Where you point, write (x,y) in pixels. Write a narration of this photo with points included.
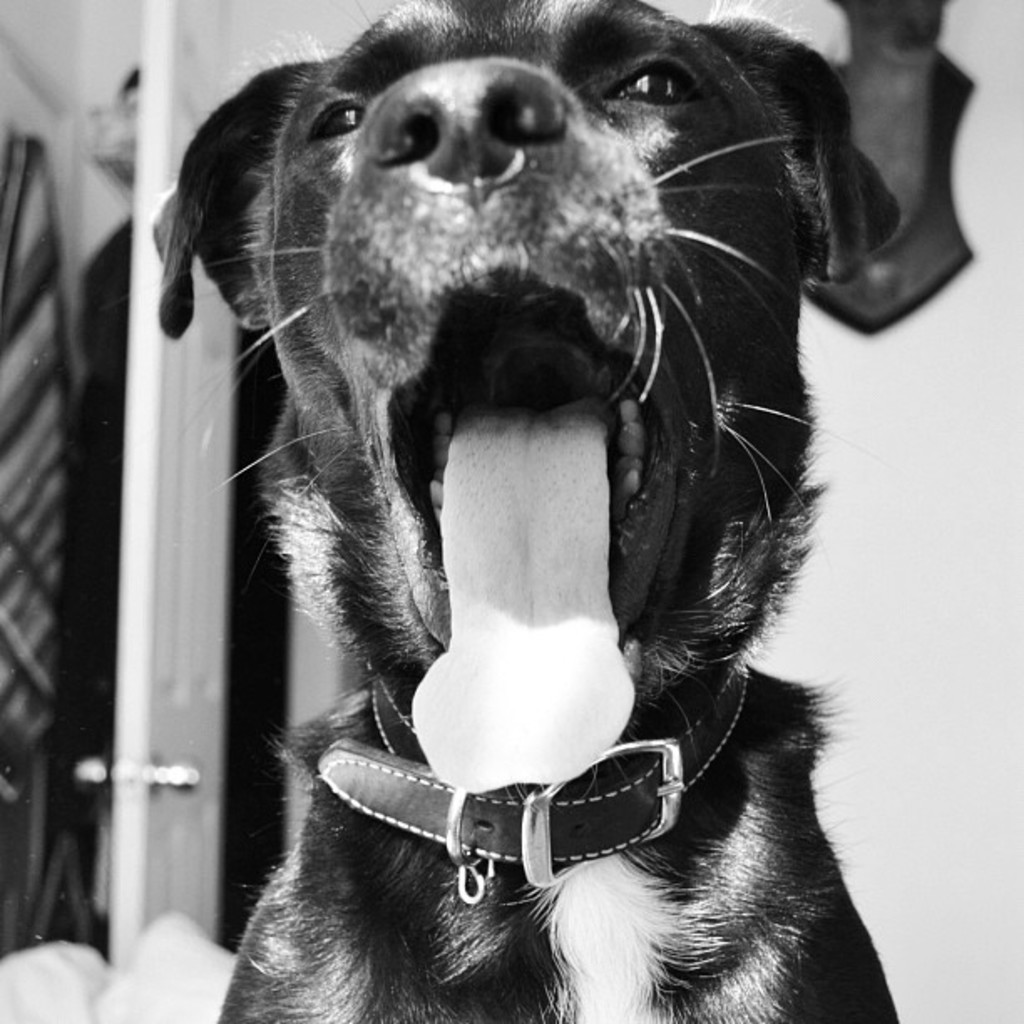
In this image we can see there is a dog (523,615). And at the back (828,462) there is a wall (914,631), door (124,506) and clothes (55,538).
